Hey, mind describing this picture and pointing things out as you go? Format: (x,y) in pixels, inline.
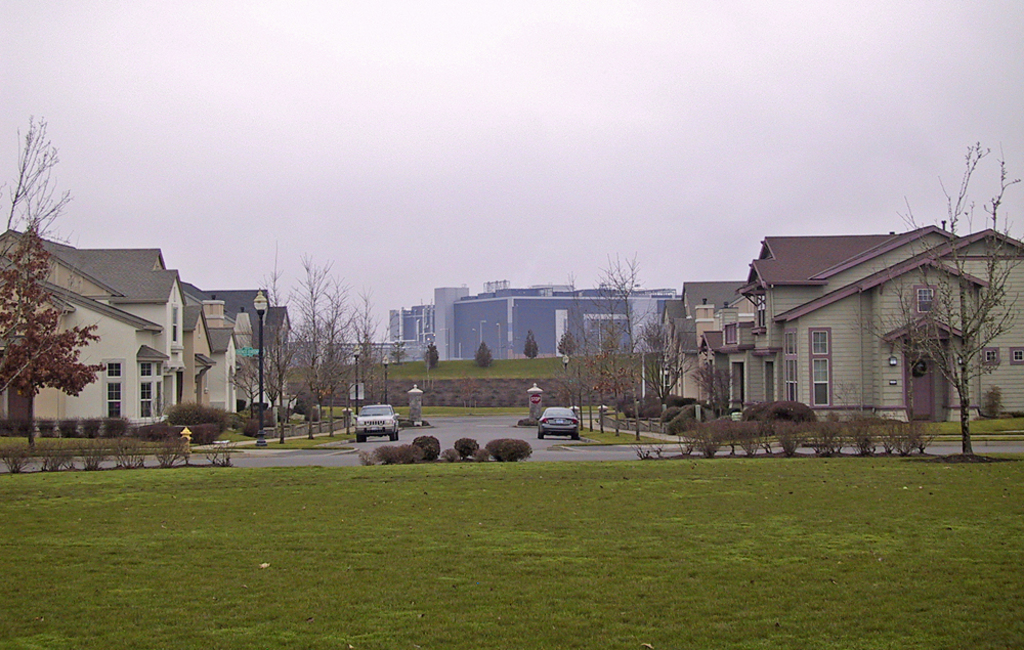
In this picture we can see some grass (16,483) on the ground (619,430). There are bushes (525,443), plants (495,453), a hydrant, trees (581,413), street lights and vehicles (557,428) on the road (389,441). We can see buildings (118,376), other objects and the sky (41,73).
